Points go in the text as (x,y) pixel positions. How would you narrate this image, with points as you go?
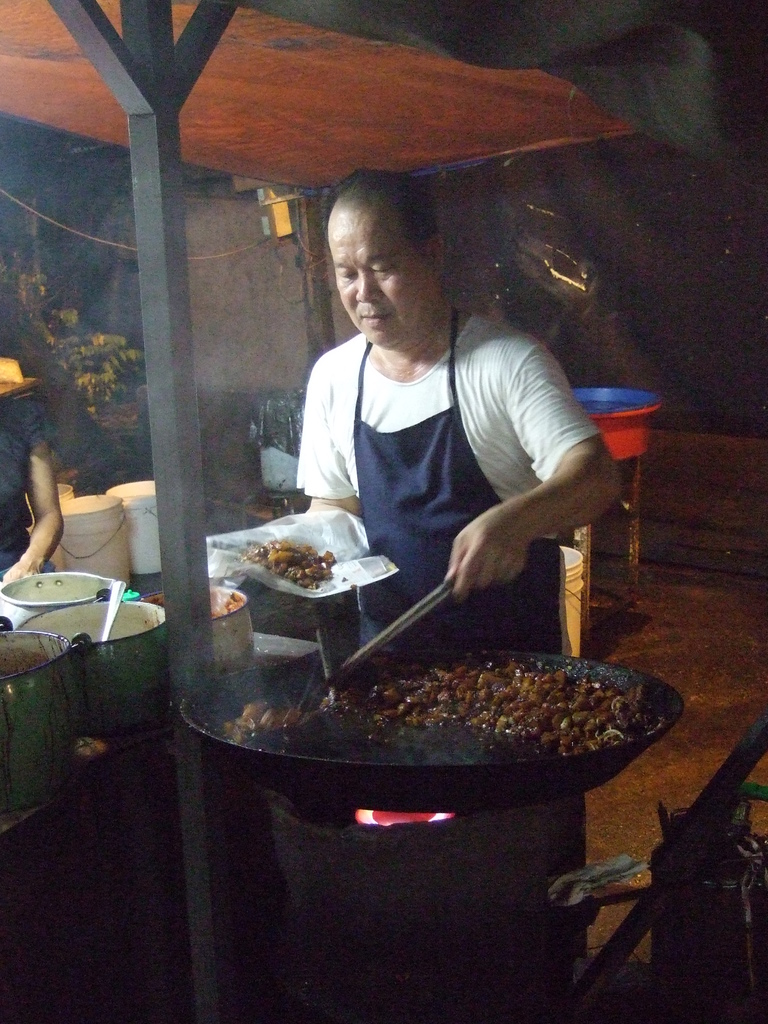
In the center of this picture (426,382) there is a person (359,381) wearing white color t-shirt (495,393), standing, holding some objects (445,596) and we can see the black color utensil (531,782) is placed on the top of the stove (455,889). On the left (32,581) we can see the utensils (67,616), buckets (86,552) and some other objects (230,534). On the right corner (650,900) we can see the metal rods (622,958). In the background (601,301) we can see many other objects (298,361). On the left corner (51,462) there is another person (9,509).
